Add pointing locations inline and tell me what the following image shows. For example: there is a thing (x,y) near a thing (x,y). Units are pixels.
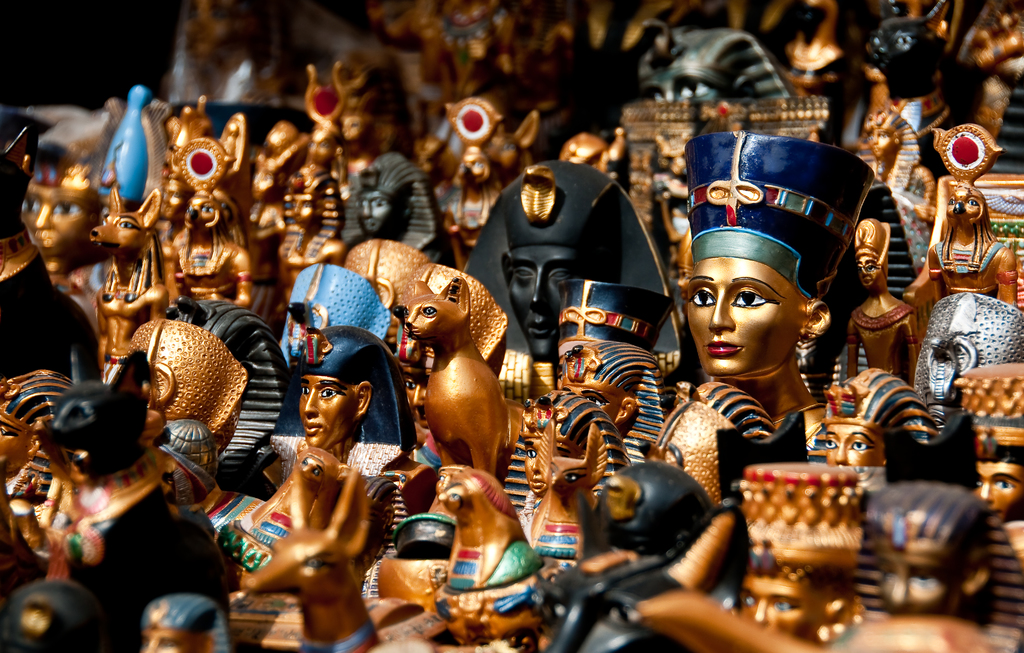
In this image I can see many idols (537,463) which are facing towards the left side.
